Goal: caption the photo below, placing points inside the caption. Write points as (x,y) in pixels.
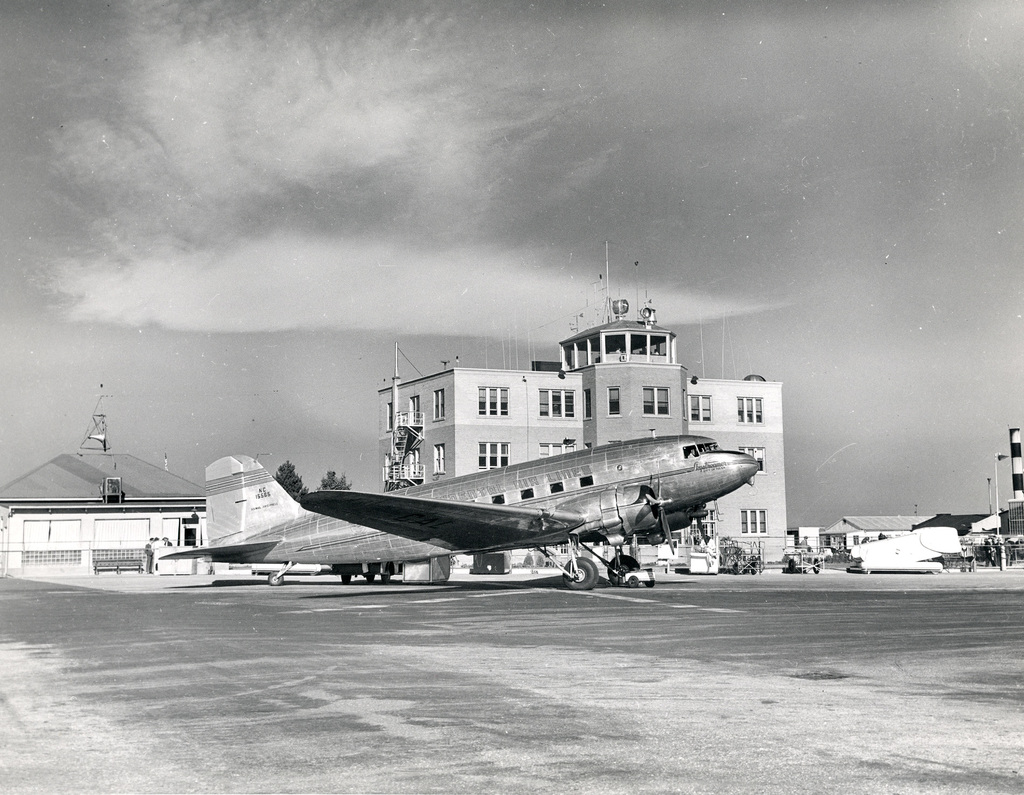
In this image there is an aeroplane (646,502) at the center (579,517). At the background (529,428) there are buildings (584,440), trees (347,482) and at the top (610,185) there is sky (696,207).
